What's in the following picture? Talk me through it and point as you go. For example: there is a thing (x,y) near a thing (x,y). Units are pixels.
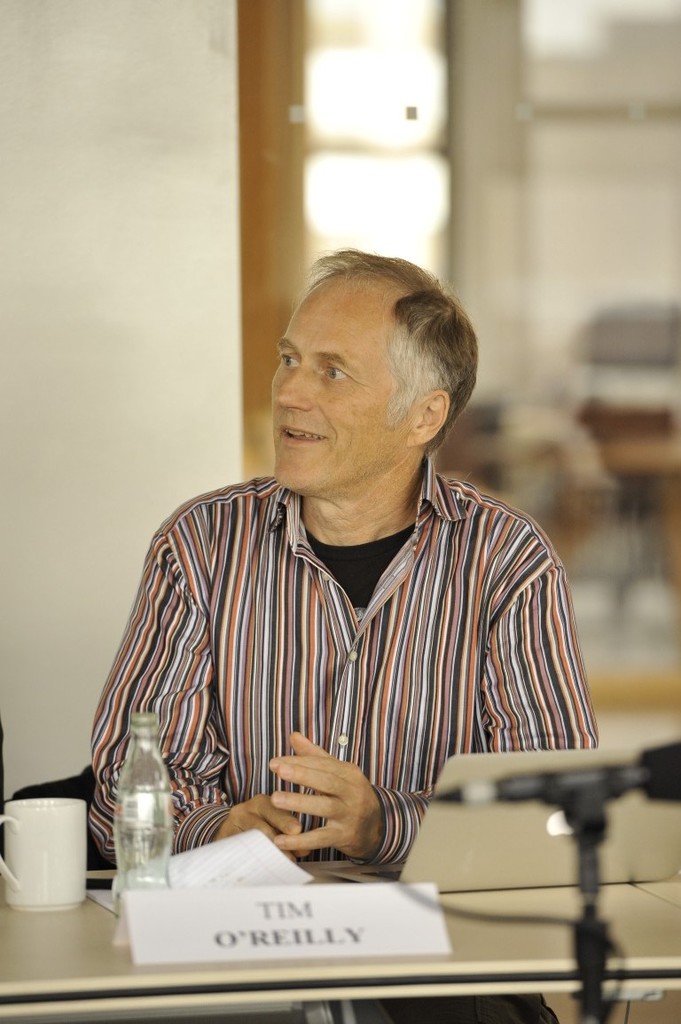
In this image I can see a person (174,754) sitting. The person (367,604) is wearing black color shirt (366,573), in front (262,875) I can see a bottle (161,787), few papers (217,843) on the table (89,954) and I can see blurred background (297,126).
